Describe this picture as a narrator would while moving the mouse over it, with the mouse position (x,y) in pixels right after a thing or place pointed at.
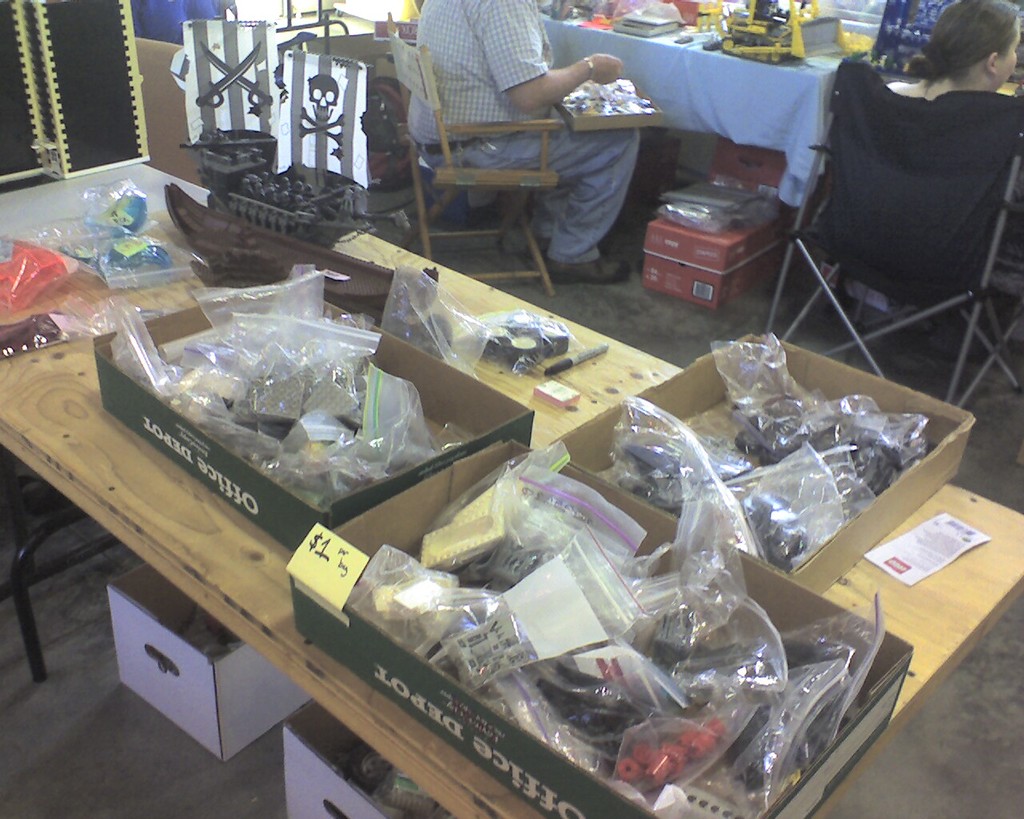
In the foreground of the picture (292,623) we can see boxes (399,347), covers (272,320), table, toys (267,229) looking like boats (251,195) and other objects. At the top (805,102) there are people (538,24), chairs (823,288), boxes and various objects (105,34).
